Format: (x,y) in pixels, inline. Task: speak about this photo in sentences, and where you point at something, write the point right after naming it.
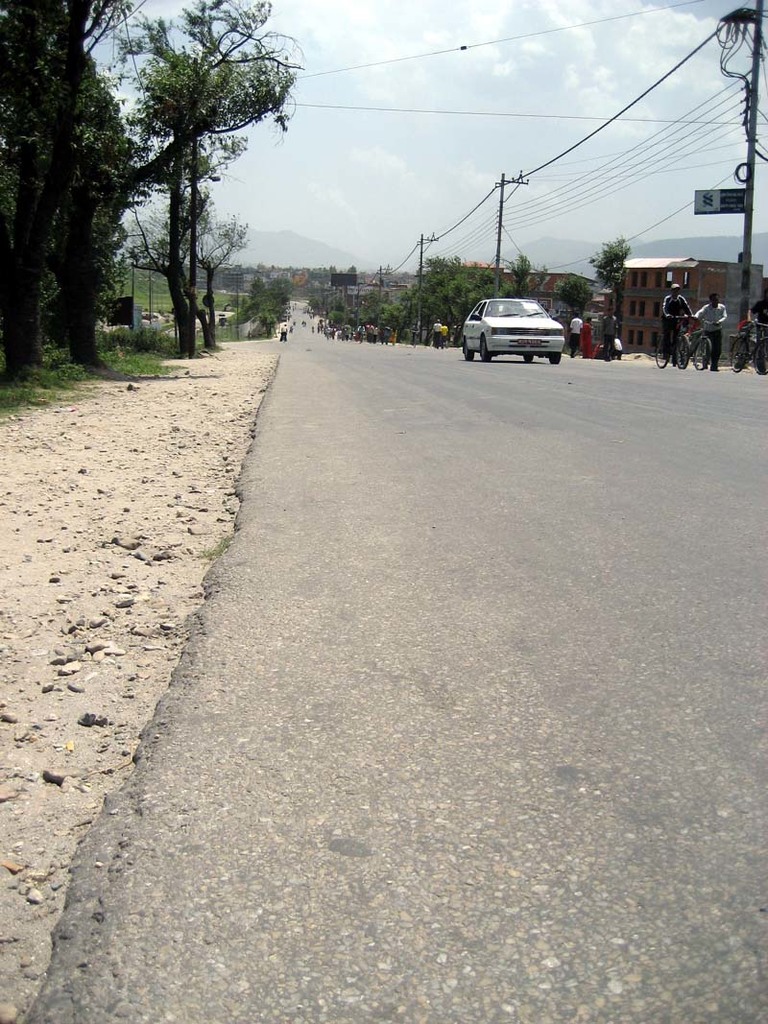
In this picture we can see vehicles (756,352), some people (331,335) are on the road (263,439), poles (380,283), trees (12,318), wires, buildings (658,274), some objects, mountains (731,247) and in the background (561,75) we can see the sky (484,74).
